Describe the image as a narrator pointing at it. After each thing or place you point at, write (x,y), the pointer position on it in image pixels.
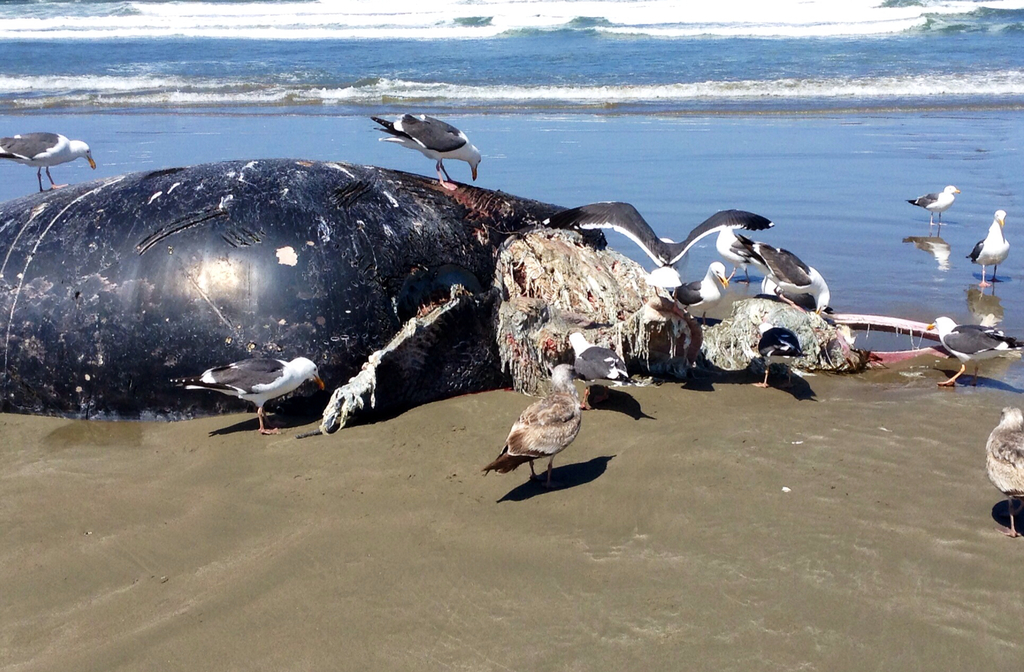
In this image we can see the dead animal (578,323), and few birds (662,260) on the ground (918,523). And there are two birds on the water (669,94). In the background (577,86), we can see the water (720,172).
